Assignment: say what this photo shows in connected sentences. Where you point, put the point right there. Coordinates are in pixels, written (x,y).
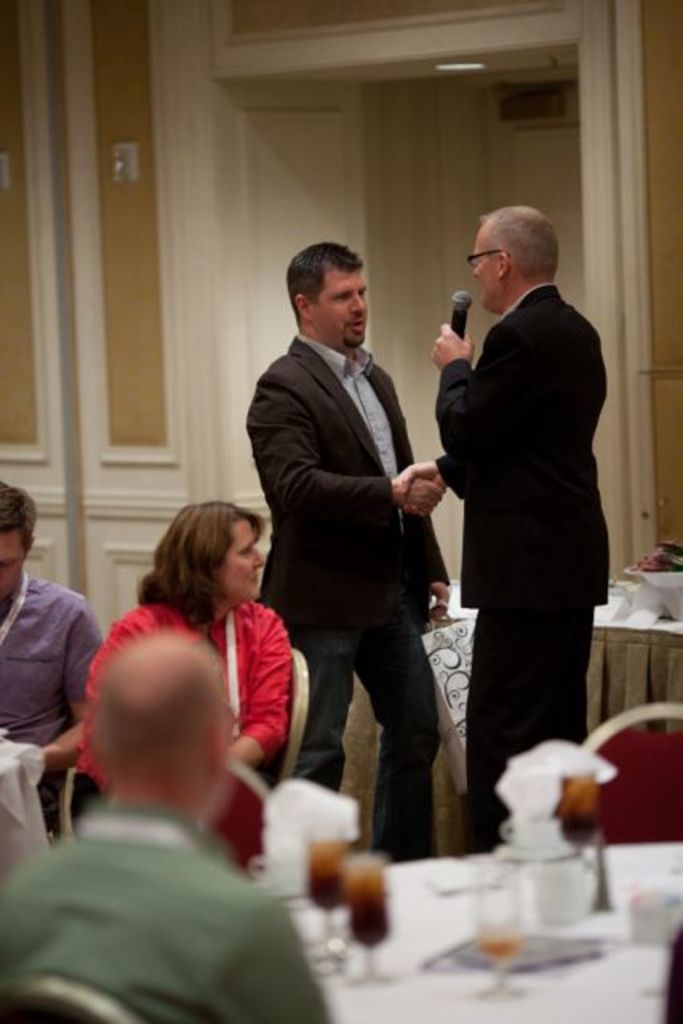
In this image we can see two men (387,583) standing and three people (113,646) sitting on chairs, the man (509,457) on right side of the image (506,464) is holding a microphone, we can also see tables (438,950) in front (397,953), the table (424,953) consist of four glasses (363,926) and tissue papers (536,786), in the background (126,460) we can see wooden wall (85,228), the persons (328,293) standing in the background (483,429) are shaking their hands (407,482).
